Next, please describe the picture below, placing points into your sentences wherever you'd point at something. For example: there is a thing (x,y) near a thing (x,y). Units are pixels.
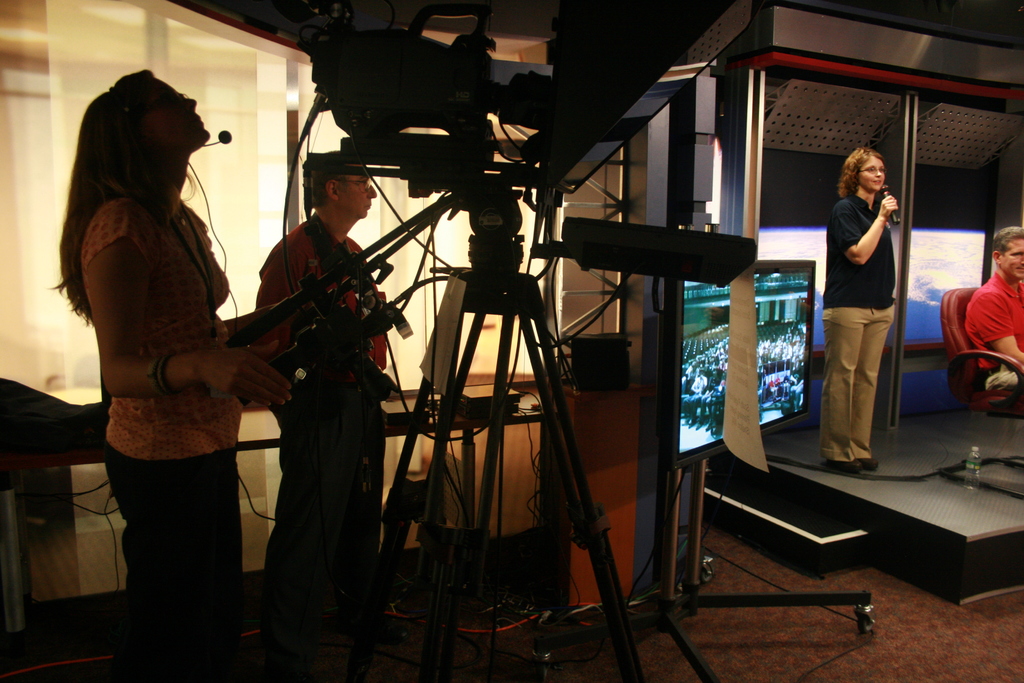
In this picture we can see two men (992,296) and two woman (146,368) where one is sitting on chair (962,336) and other is standing at camera (493,160) and one woman (862,196) is holding mic (890,213) in her hand (884,225) and talking on stage (895,430) and other is looking at camera stand (497,370) and in the background (702,226) we can see screen (792,276), wall (330,146).
